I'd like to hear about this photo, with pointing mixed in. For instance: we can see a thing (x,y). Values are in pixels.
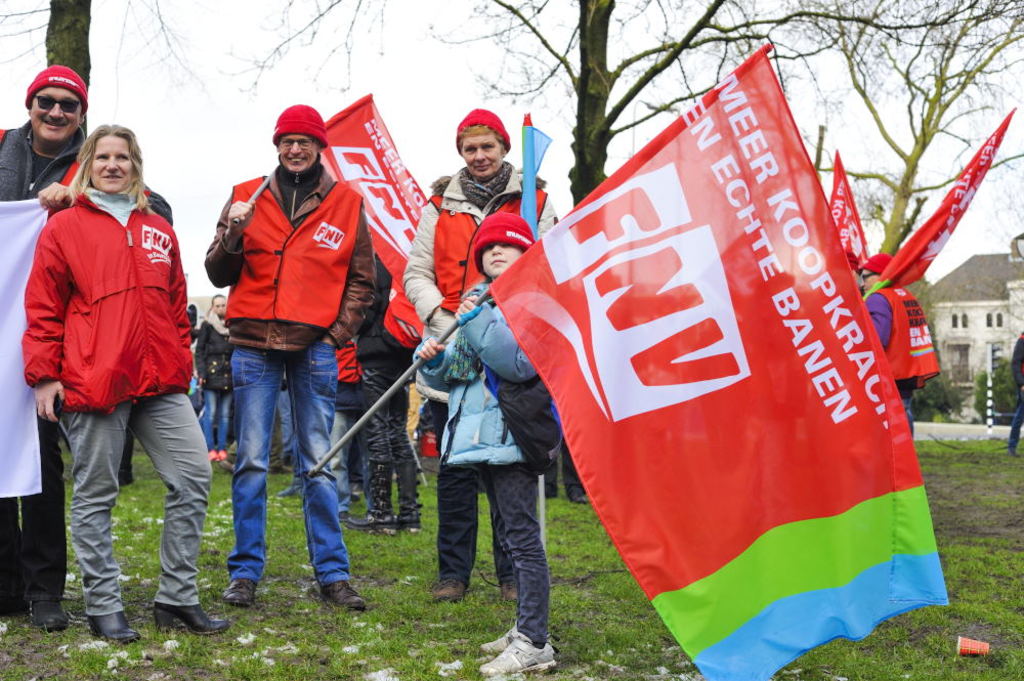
In this image we can see a few people (412,299) standing, among them some are holding the flags (401,249), there are some trees (610,131), grass (428,601) and a house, in the background (363,27) we can see the sky (363,27).
